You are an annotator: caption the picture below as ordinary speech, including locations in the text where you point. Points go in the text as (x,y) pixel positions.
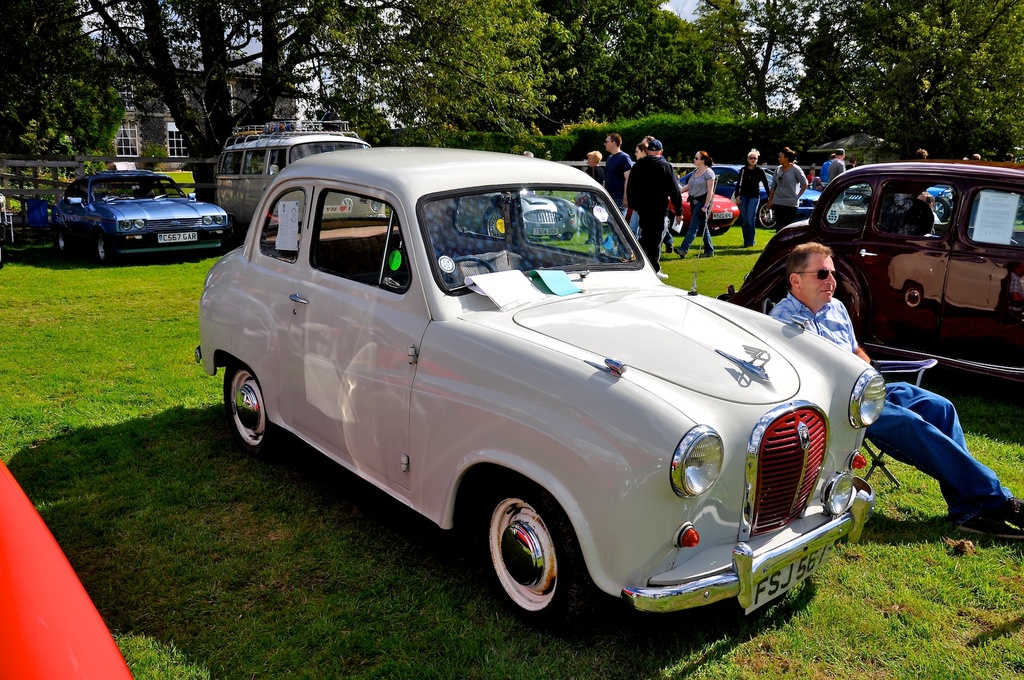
In the image in the center (540,346) we can see few different color vehicles (579,358) and we can see one person (887,415) sitting on the chair (886,367). And we can see few people (781,160) were standing. In the background (725,24) we can see sky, clouds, trees (386,77), building (173,119), roof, wall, windows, fence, grass (676,256) etc.
